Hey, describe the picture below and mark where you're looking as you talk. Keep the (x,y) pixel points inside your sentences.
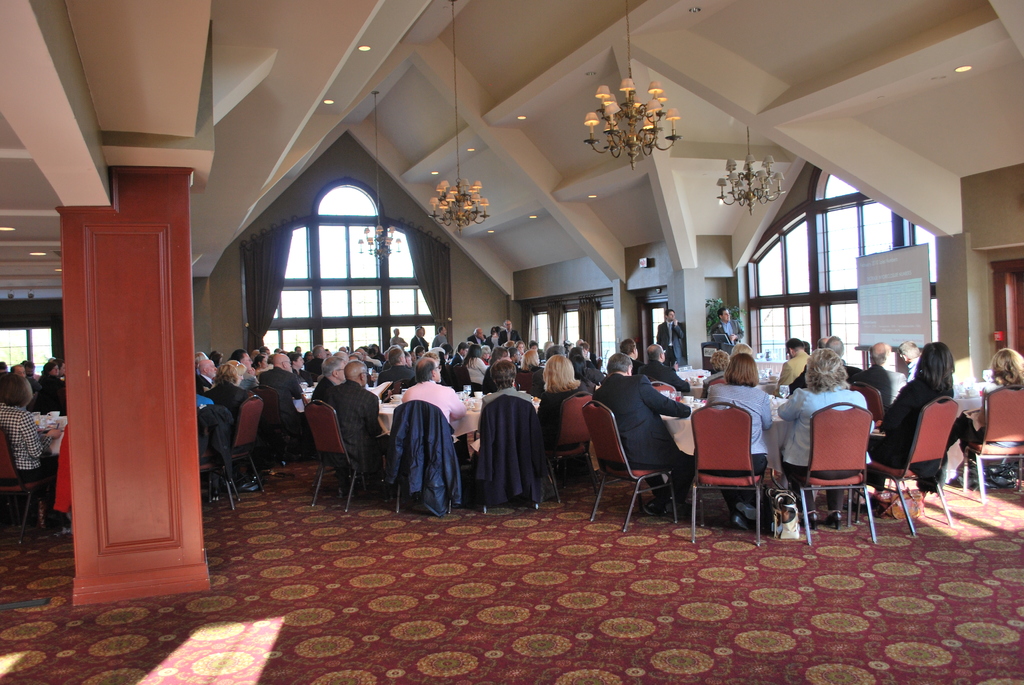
This is an inside view. Here I can see many people (541,390) sitting on the chairs (814,458) facing to the back side (393,354). There are many tables (470,423) covered with white color clothes (676,432). On the left side (127,268) there is a red color pillar (145,388). In the background (731,333) two men (674,333) are standing and also I can see few windows (413,298) to the wall (472,305). At the top of the image (608,93) I can see few lights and chandeliers (458,210).
